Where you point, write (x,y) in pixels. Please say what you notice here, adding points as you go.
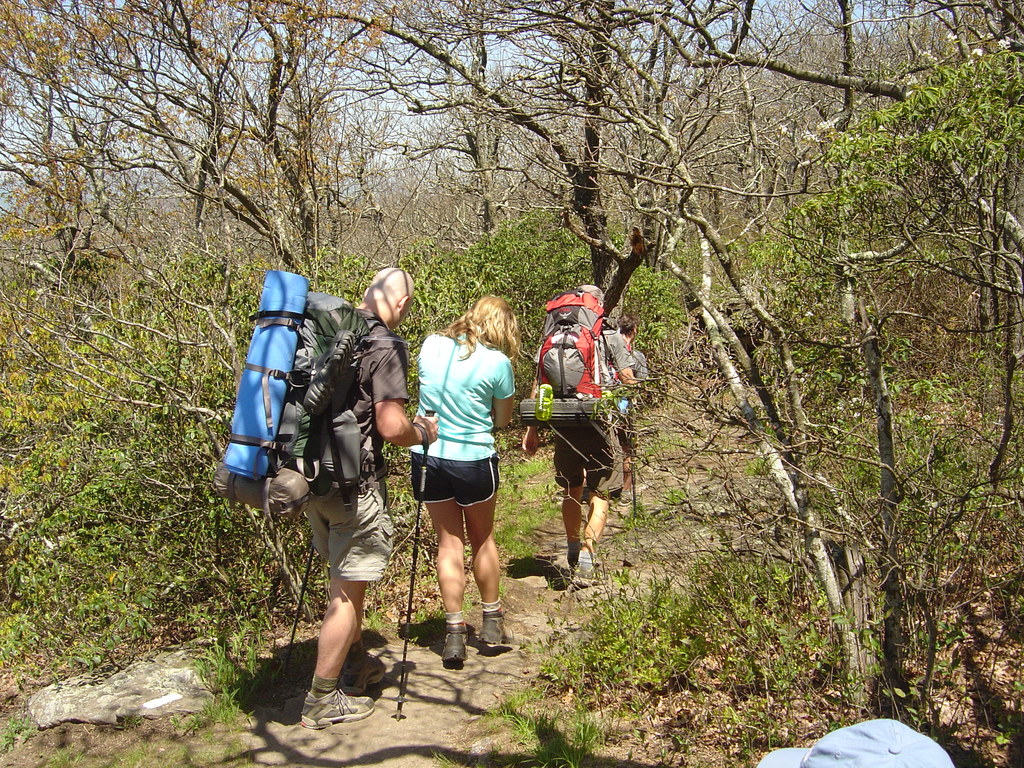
This picture is taken in a forest (625,91). In the center of the picture (632,347) there are four persons (612,492) walking, around the persons (578,443) it is covered with trees (871,530). On the right (854,738) there is a cap (869,742).
